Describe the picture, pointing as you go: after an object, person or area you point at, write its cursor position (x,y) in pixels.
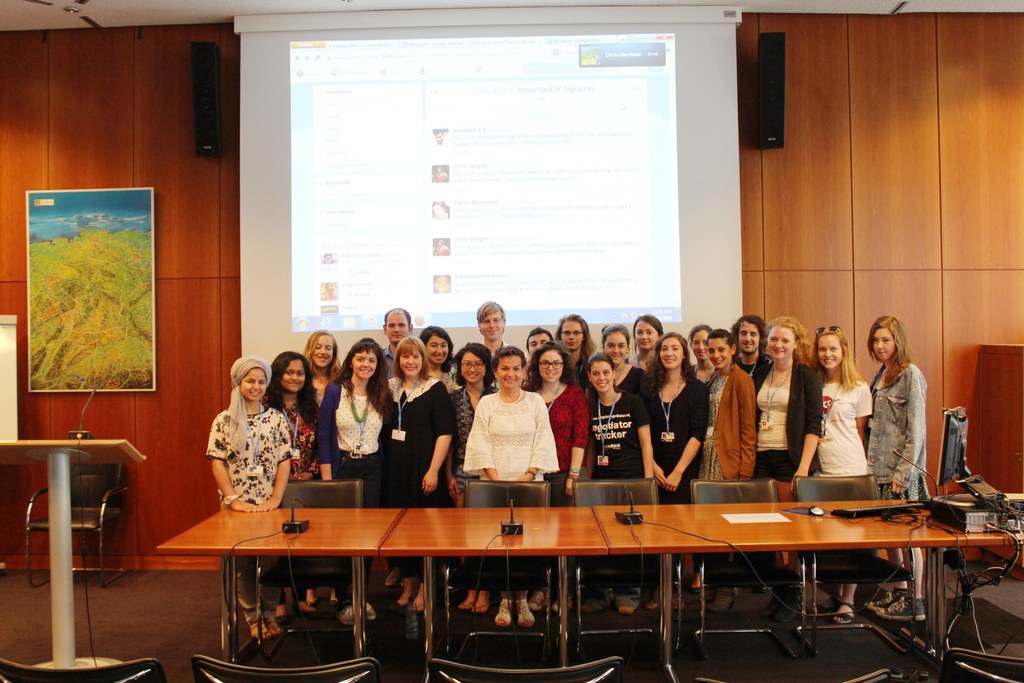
In this picture there are group of people (747,452) those who are standing behind a table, and there is projector screen (584,35) at the center of the table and there are two speakers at the left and right side of the projector screen (727,147), there is a computer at the right side of the image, there is a desk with a mic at the left side of the image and there is a portrait (119,295) on the wall (175,336) at the left side of the image (118,334).
